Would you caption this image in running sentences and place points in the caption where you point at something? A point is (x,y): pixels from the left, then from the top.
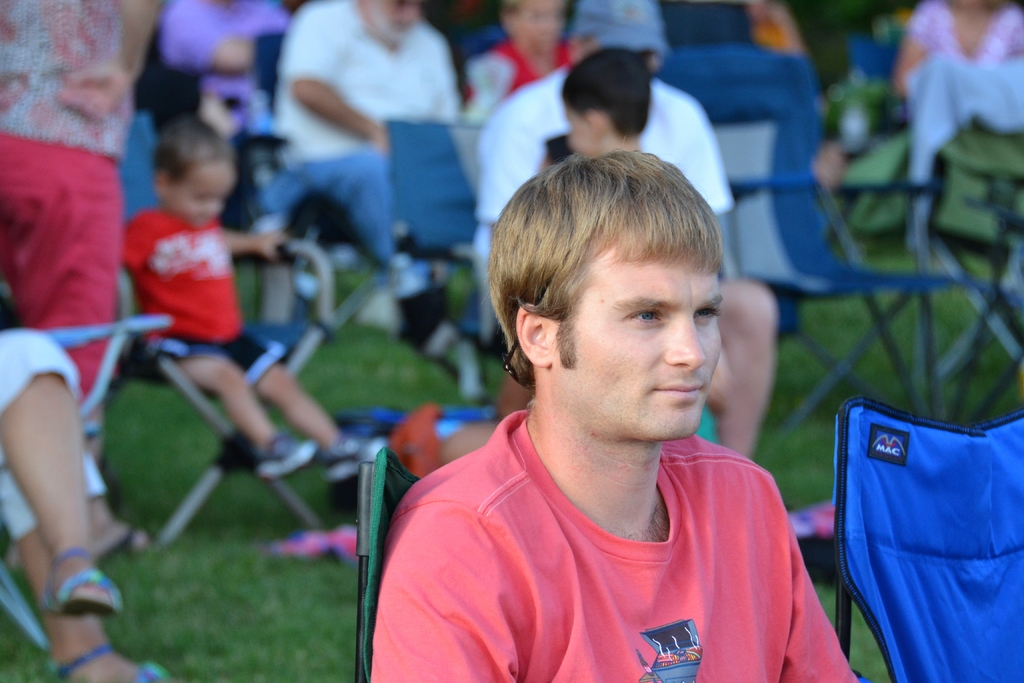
In the picture i can see a person (559,583) wearing red color T-shirt (557,564) sitting on a chair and in the background of the picture (484,219) there are some other persons (78,256) sitting on chairs (443,263).
